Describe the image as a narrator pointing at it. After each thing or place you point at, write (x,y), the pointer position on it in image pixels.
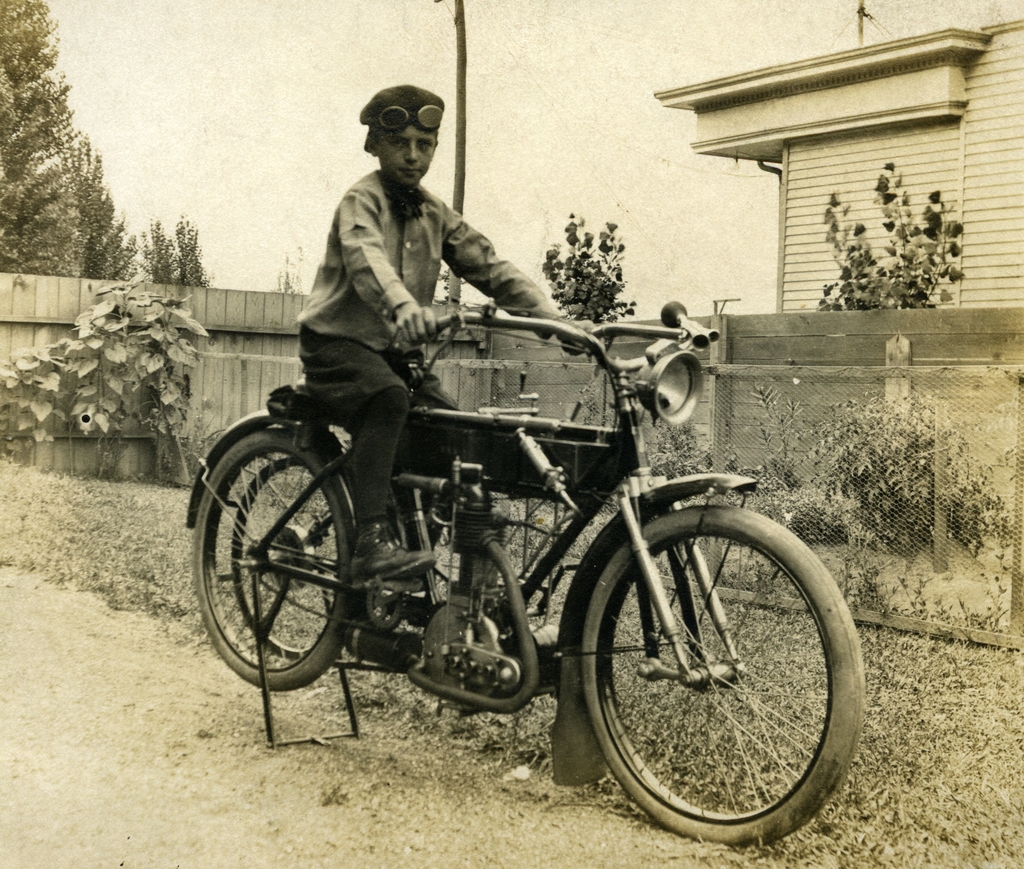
In this picture, in the middle (528,577), we can see a boy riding a motorcycle (440,452) and the motorcycle (771,562) is on the road (32,800). On the right side (1012,67), we can see some buildings (961,182), trees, net fence (881,564). On the left side (82,342), we can also see some plants (169,383), wood fence (206,367), trees (103,267). On top (770,44) there is a sky (807,28), at the bottom (985,730) there is a grass (482,741) and a land (322,815).
